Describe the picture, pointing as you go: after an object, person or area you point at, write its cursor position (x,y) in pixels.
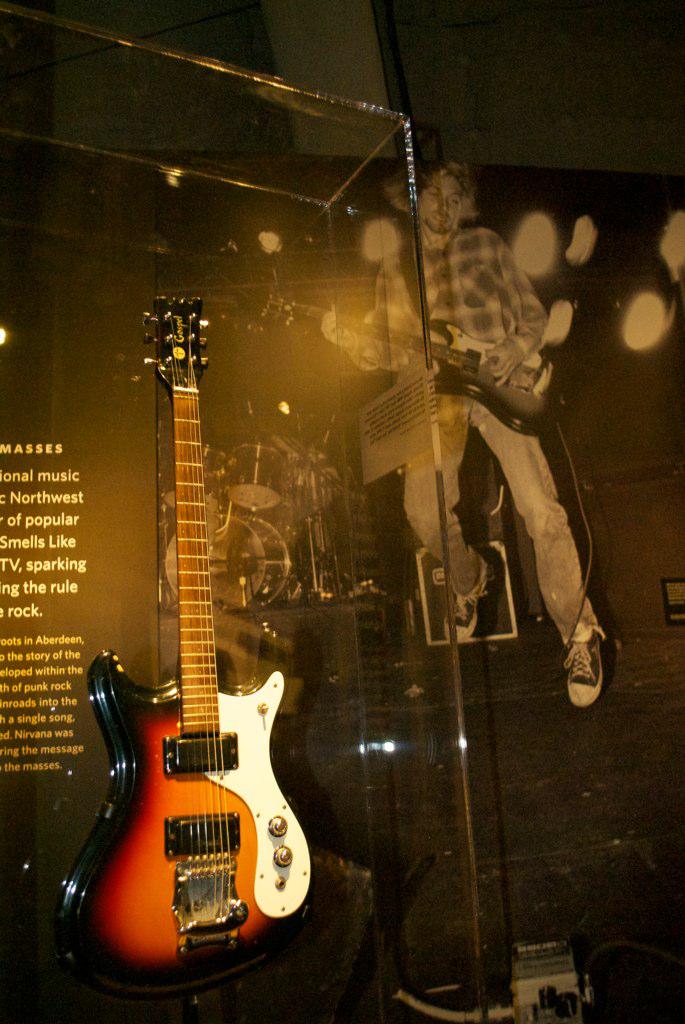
As we can see in the image there is a man (524,487) holding guitar (439,369). On the left side (159,914) there is another guitar (154,737).
